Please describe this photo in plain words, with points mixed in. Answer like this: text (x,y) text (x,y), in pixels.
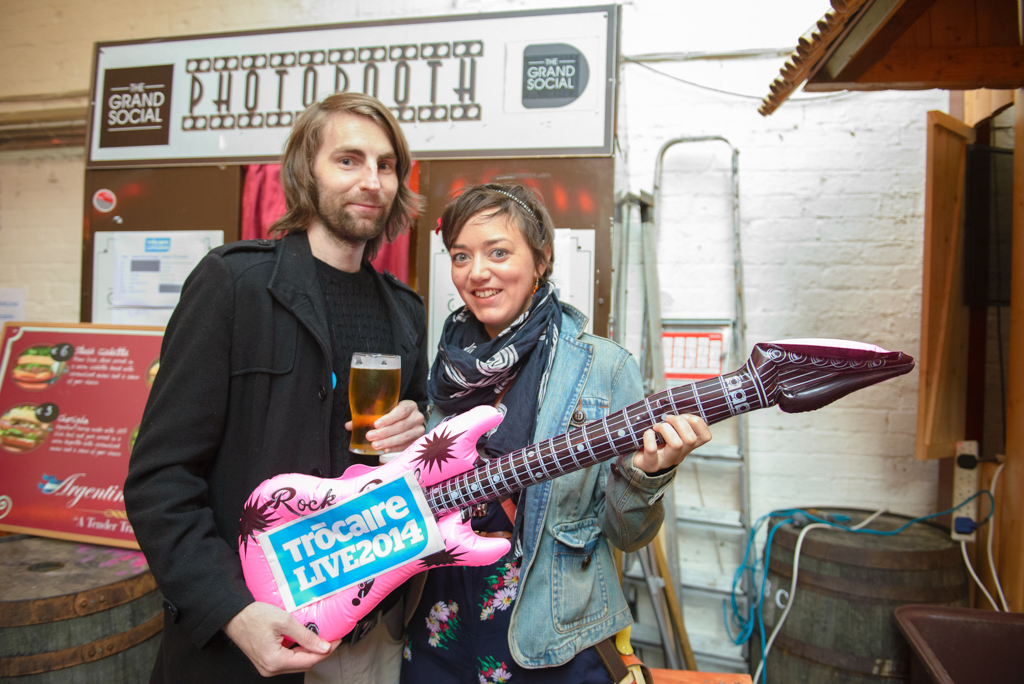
In this picture we can see man (342,335) and woman (524,344) holding balloon (729,388) guitar (588,427) and glass (394,362) with drink (367,363) in it and background (97,18) we can see banners (49,410), wall (762,174), ladder (699,311), drum (818,650), wires (738,637), door (921,358).
